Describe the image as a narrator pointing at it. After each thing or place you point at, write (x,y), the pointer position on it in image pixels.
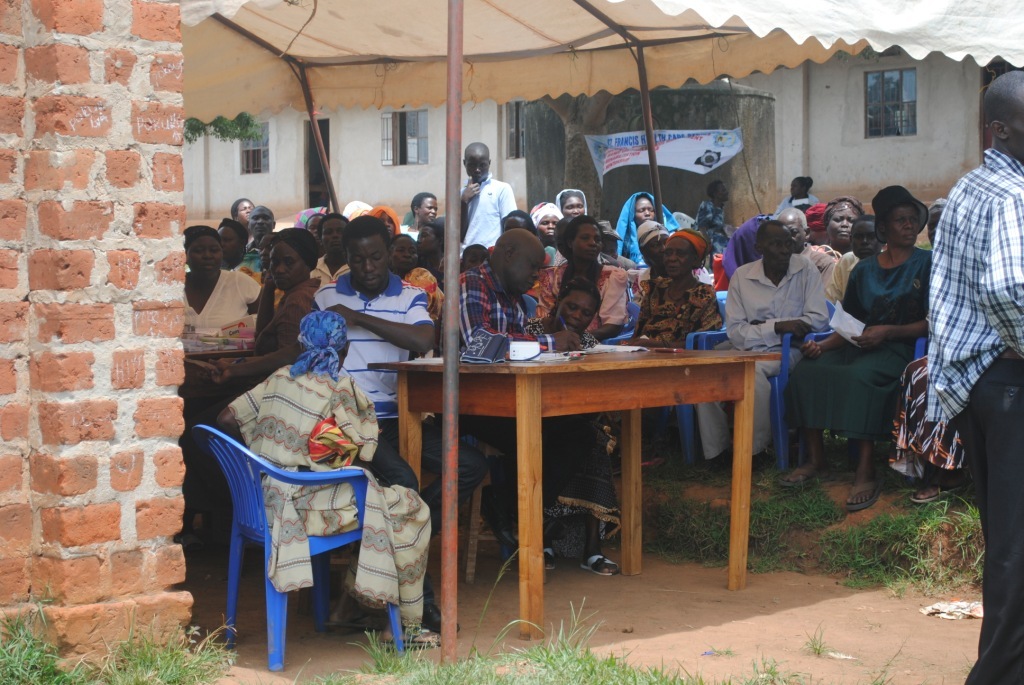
In this picture we can see a group of people (578,218) are sitting on the chair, and in front here is the table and pen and some objects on it, and here is the banner (608,166), and here is the house (365,153) and window (260,164).
